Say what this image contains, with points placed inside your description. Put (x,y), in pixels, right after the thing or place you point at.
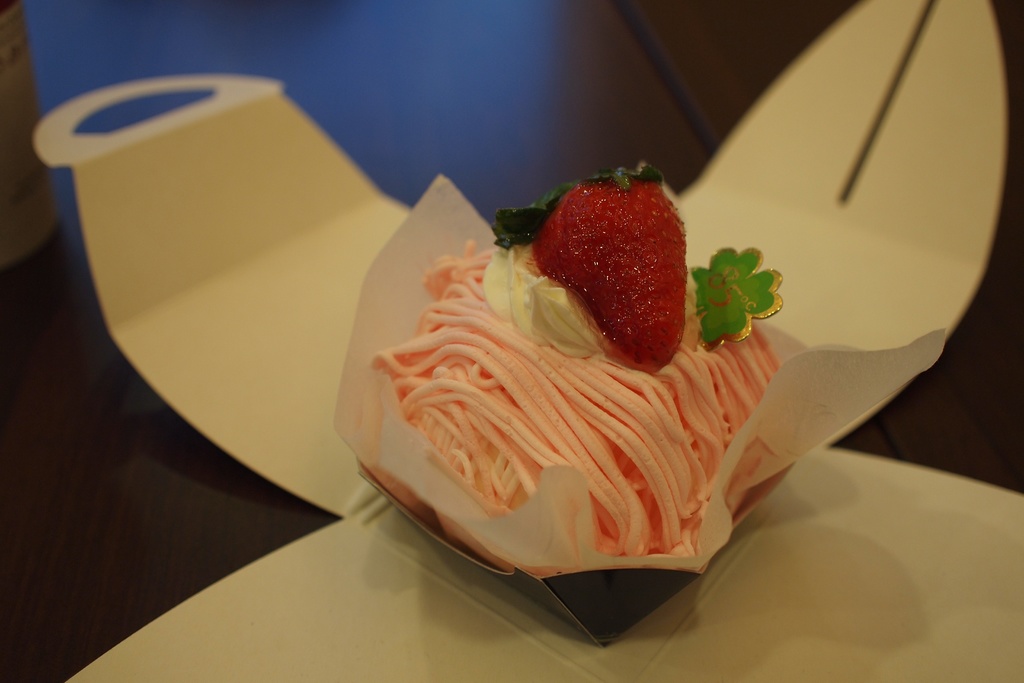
In this image in the center (662,334) there is one box (837,433) and there is one pastry (544,406), at the bottom (129,479) there is a table (155,447).
